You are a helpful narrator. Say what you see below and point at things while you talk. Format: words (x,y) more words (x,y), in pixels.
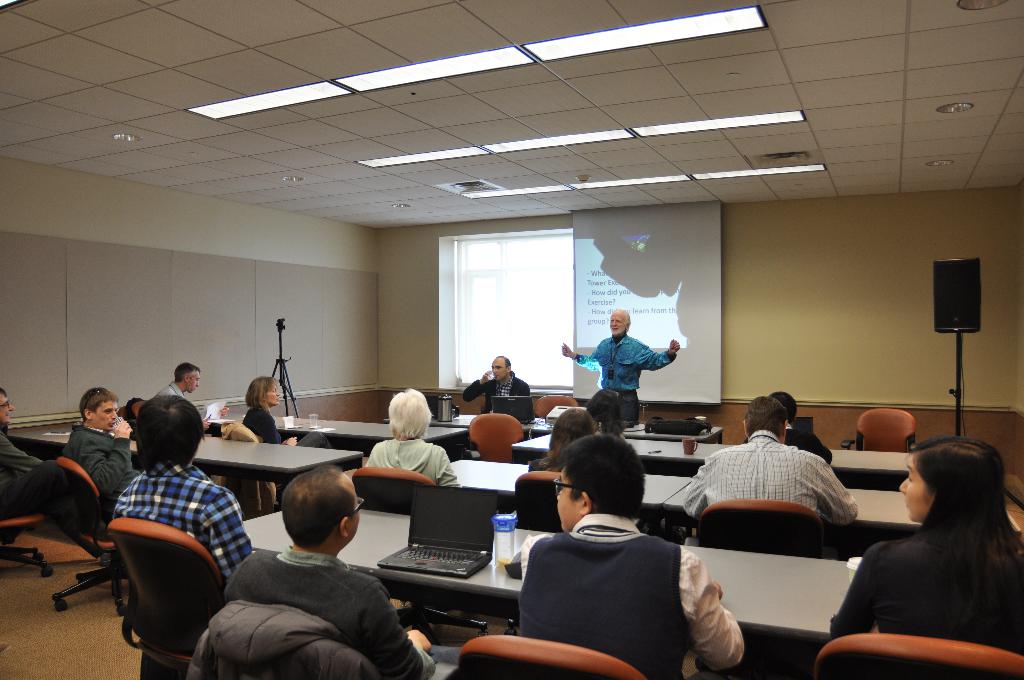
In this image I can see a few persons (532,569) sitting on the chair (874,645). On the table (670,443) there is a glass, paper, bag (689,425) and a laptop (472,511). The man (597,362) is standing. At the back side (664,282) there is a screen (579,292) and a wall (383,321). On the right side (936,306) there is a speaker (958,311).
